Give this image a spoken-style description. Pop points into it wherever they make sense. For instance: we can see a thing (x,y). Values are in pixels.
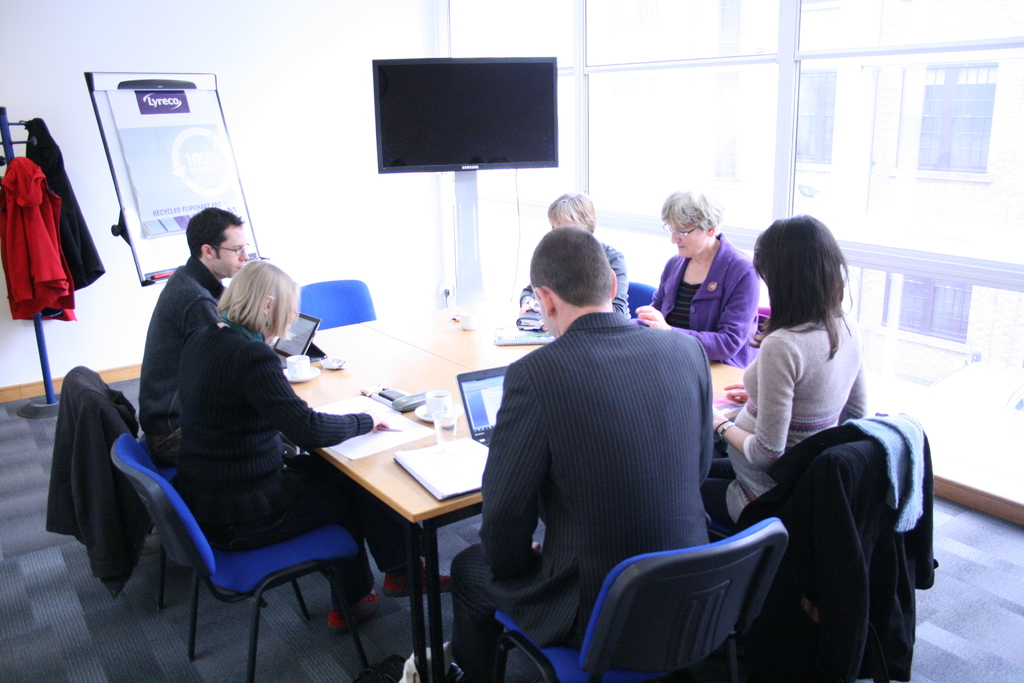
In this picture we can see a wall (224,83) and a hanger (7,122) and clothes (41,164) on it, and here there are group of people (326,437) sitting on a chair (760,312), and in front (419,364) there is the table (433,368) and laptop (470,396), glass (447,417), and tea cup (301,369) on it. and here is the television (474,92), and here is the glass (770,40), and at back (832,13) there is the building (823,22).
